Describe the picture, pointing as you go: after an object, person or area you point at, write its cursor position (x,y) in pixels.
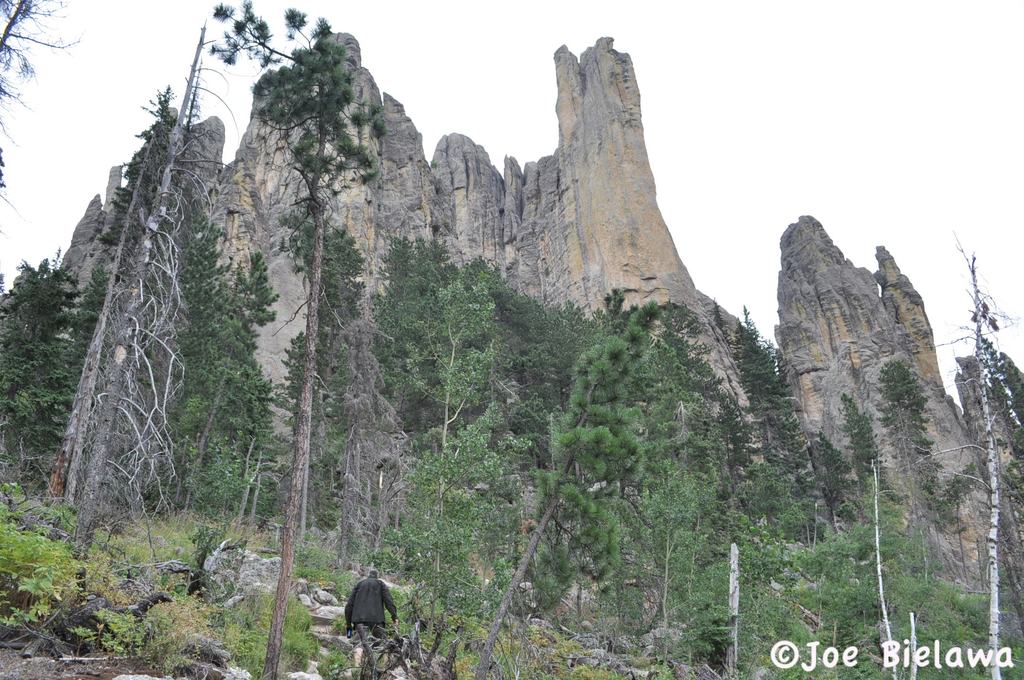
In this image we can see some plants (465,657), trees (346,545), rocks (311,607), there is a person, also we can see the mountains (799,396), and the sky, and there is text (919,657) on the image.
